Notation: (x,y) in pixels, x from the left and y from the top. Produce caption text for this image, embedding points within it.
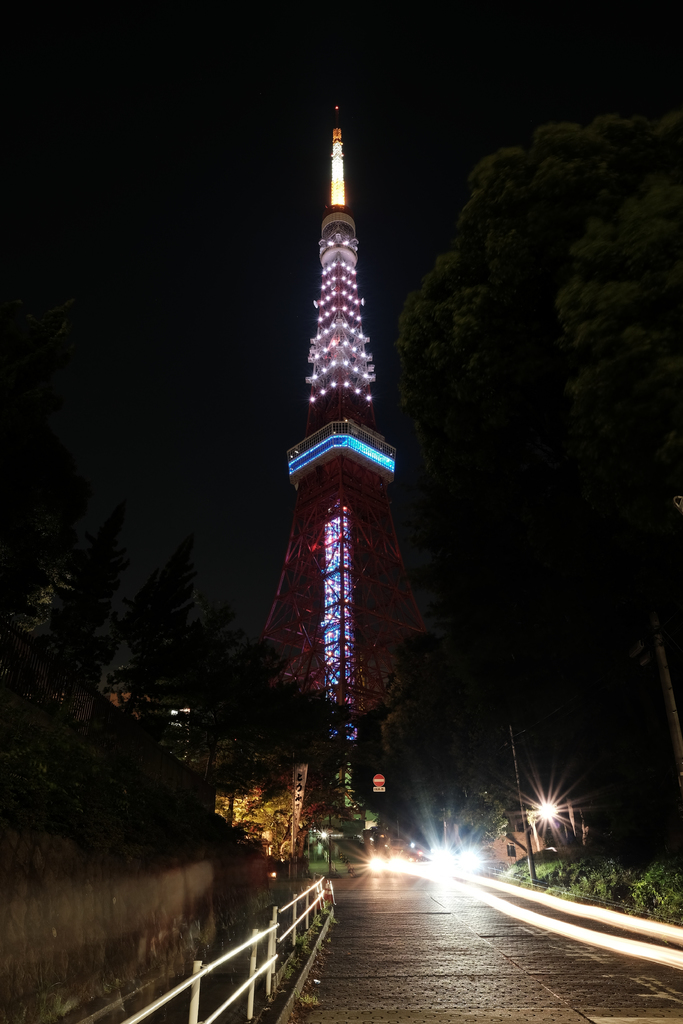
In this image there are lights (523,890), railing (194,1020), poles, trees (336,780), plants (543,873), tower (353,234), dark sky (355,145) and objects (376,787).
